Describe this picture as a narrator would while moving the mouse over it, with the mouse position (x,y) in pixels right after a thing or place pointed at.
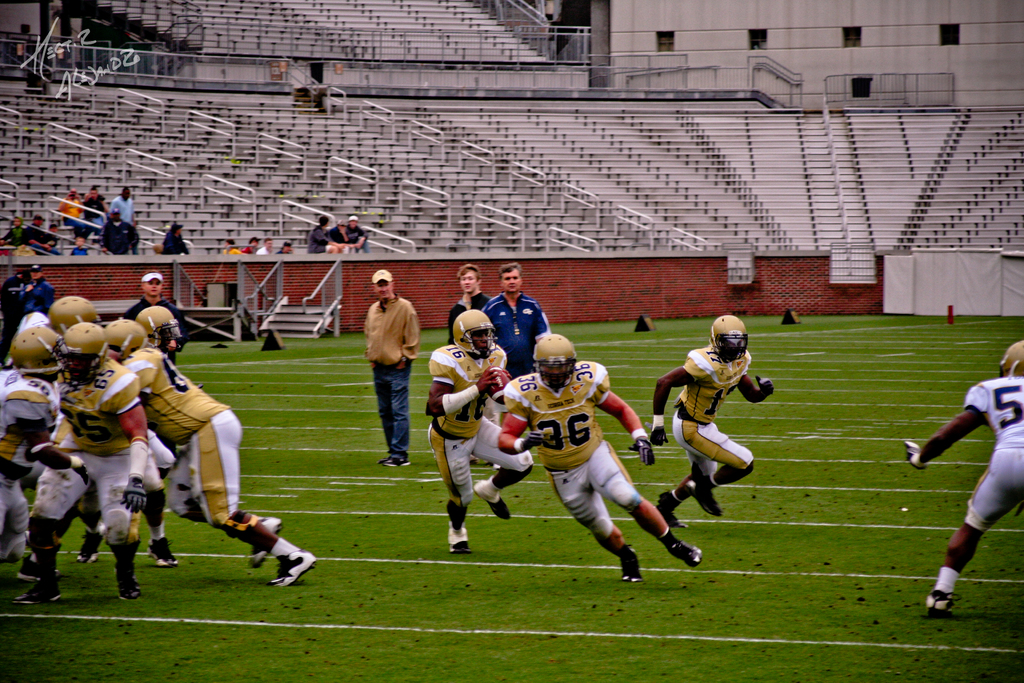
In this image I can see few persons (477,407) wearing brown helmet (546,370), brown t shirt (586,378) and white pants (600,495) are standing and to the right side of the image (1016,437) I can see a person (986,482) wearing white jersey (1019,424) is standing on the ground (652,408). In the background (513,357) I can see few persons (528,347) standing on the ground (312,399) and few of them are wearing caps (23,271) and I can see the stadium (513,135) in which I can see few benches (384,142) and few persons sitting on benches (167,206) and few persons (127,199) standing in the stadium (131,170).
